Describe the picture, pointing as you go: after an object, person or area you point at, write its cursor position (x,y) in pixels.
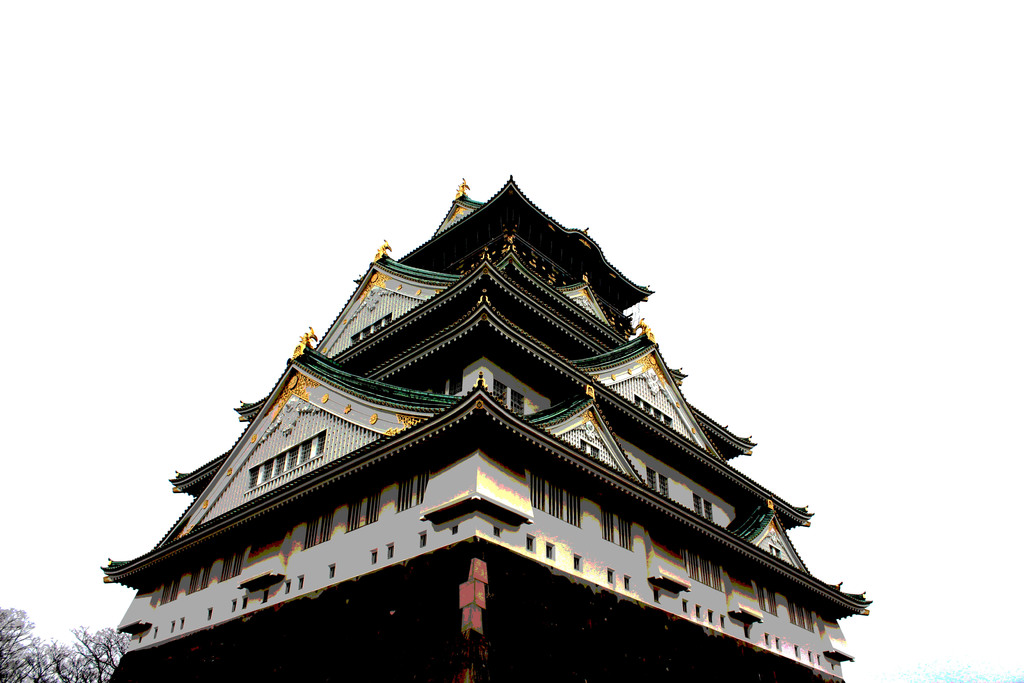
In this image there is an architecture (277,520), in the bottom left (64,643) there are trees (63,666).
